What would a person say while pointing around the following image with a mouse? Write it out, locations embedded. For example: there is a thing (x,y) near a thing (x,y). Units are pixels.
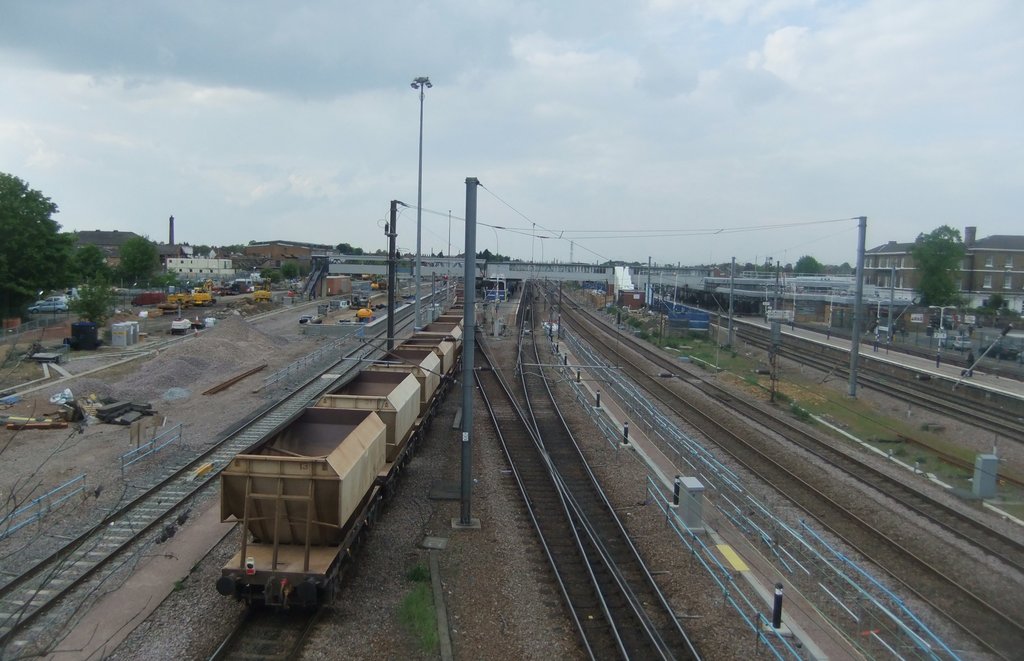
In this image we can see a goods train (366,424) moving on the railway track (258,621). Here we can see few more railway tracks (87,538), poles (473,219), wires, light poles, buildings (216,262), bridge (511,263), platform (998,392), vehicles (53,305), trees (12,203) and sky (650,241) with clouds (650,241) in the background (650,241).
